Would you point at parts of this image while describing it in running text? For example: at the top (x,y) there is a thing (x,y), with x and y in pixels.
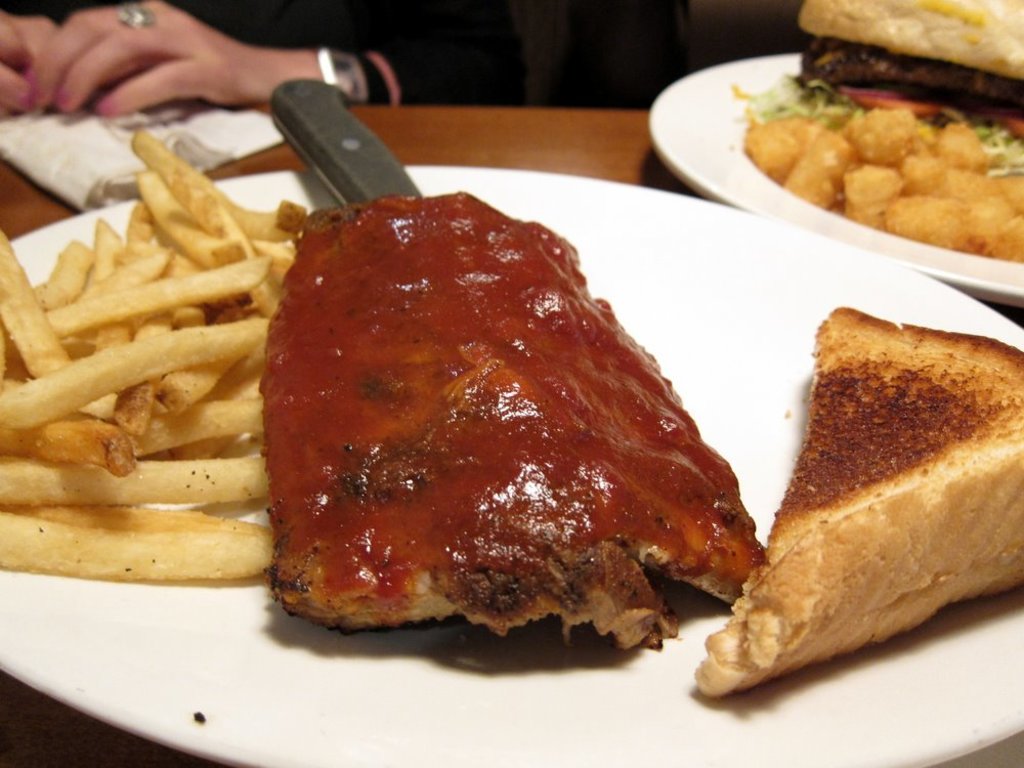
This image consists of a food (504,457). In the front (395,736), there is a plate (179,623) in which there are french fries (178,460), meat (672,538), and bread (817,539) along with a knife (363,172). In the background (426,71), there is a person (139,63) sitting.
